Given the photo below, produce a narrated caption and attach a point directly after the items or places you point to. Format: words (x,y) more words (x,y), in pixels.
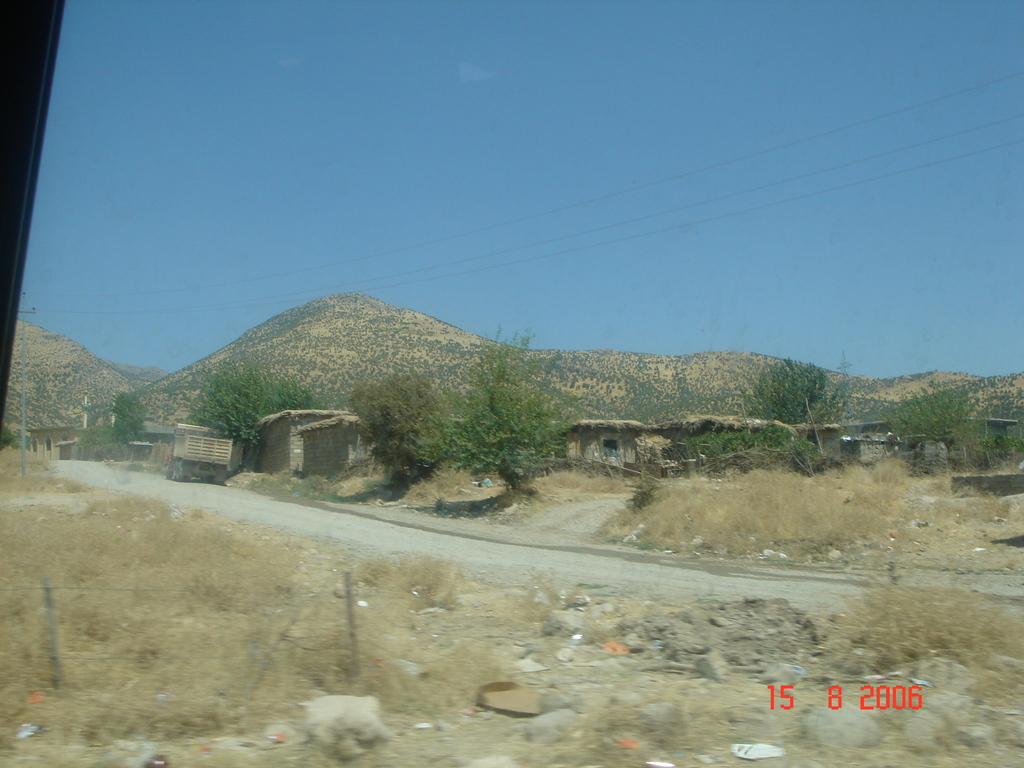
In this image I can see grass (646,481), stones (594,602), houses (298,443), trees (520,443), mountains (175,413), light pole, wires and the sky (482,271). This image is taken may be during a day.
